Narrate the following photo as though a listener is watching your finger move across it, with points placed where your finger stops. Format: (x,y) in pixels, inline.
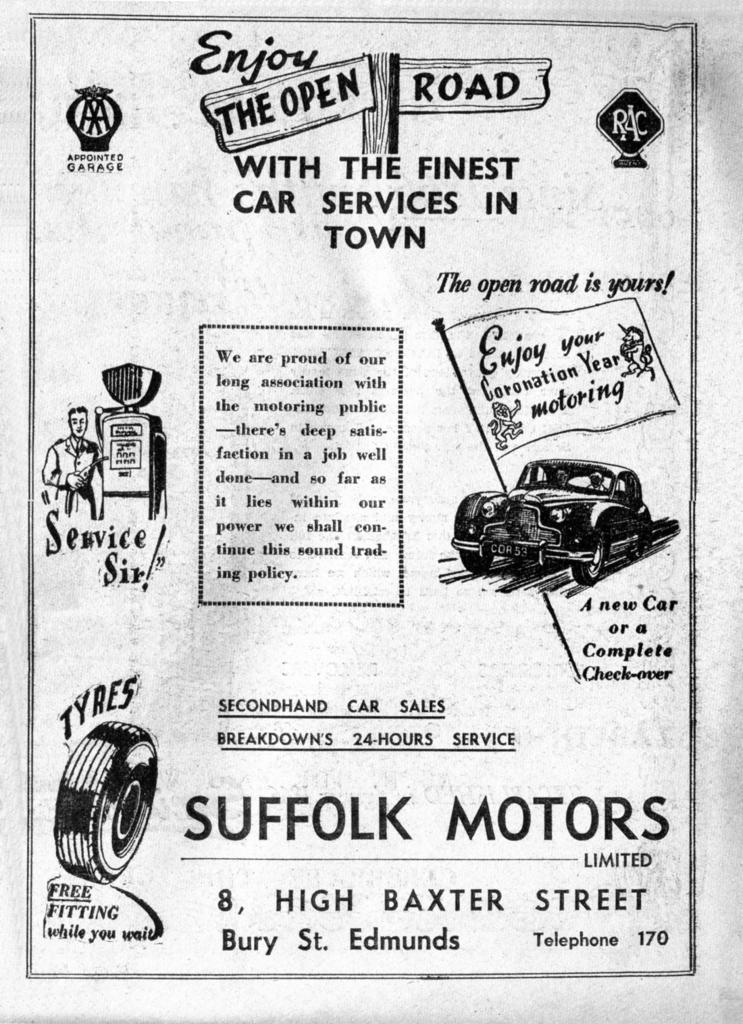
This is a picture of a poster (273,907). We can see the depictions (603,509), logos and some information (647,653).
